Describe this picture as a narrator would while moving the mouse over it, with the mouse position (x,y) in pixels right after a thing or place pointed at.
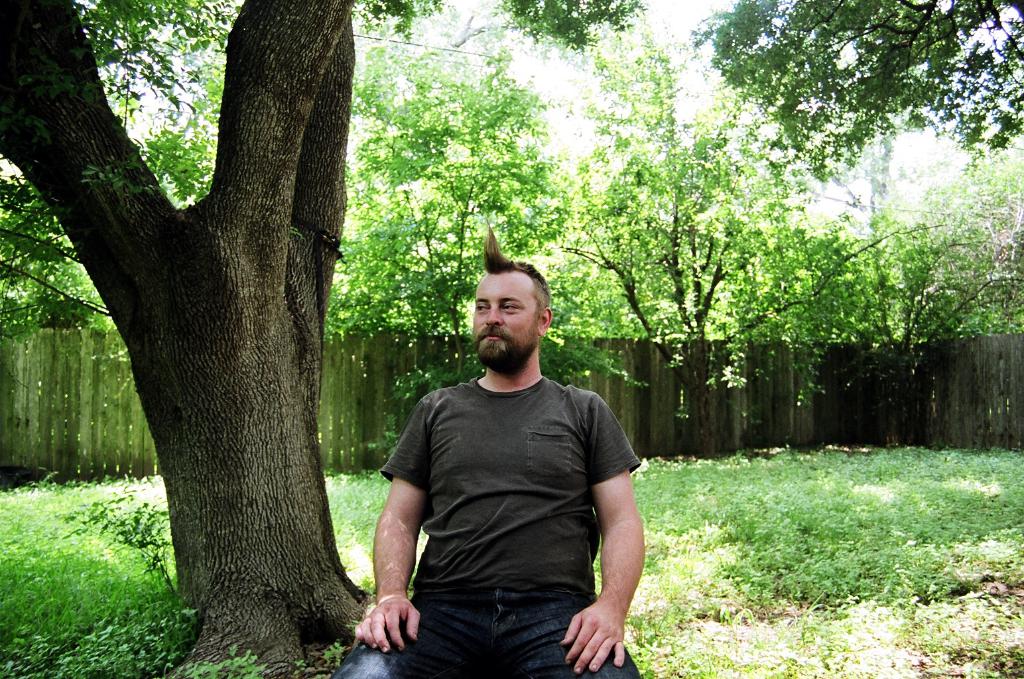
In this image we can see a man (492,466) sitting beside the bark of a tree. We can also see some plants (750,560), grass (697,526), a wooden fence (434,352), a group of trees (795,327) and the sky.
